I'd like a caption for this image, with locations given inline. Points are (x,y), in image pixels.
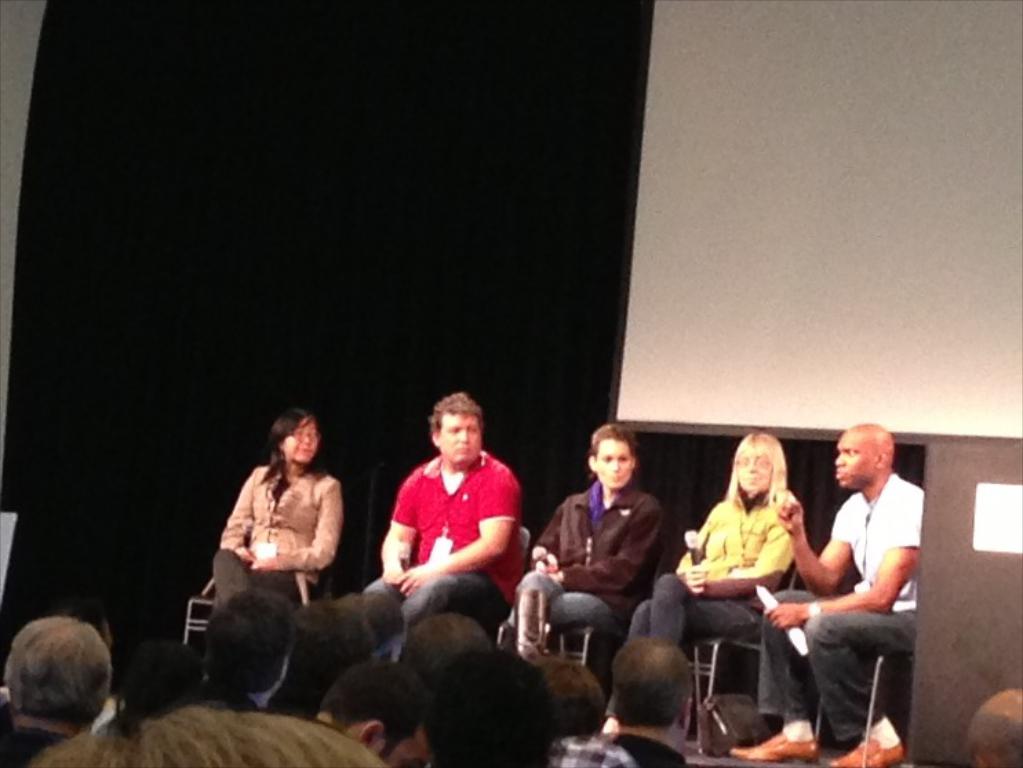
In this picture we can see five persons (731,519) are sitting on chairs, at the bottom (517,716) there are some people (489,716), three persons (772,558) in the middle (492,511) are holding mikes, in the background (775,234) there is a screen (842,166).
